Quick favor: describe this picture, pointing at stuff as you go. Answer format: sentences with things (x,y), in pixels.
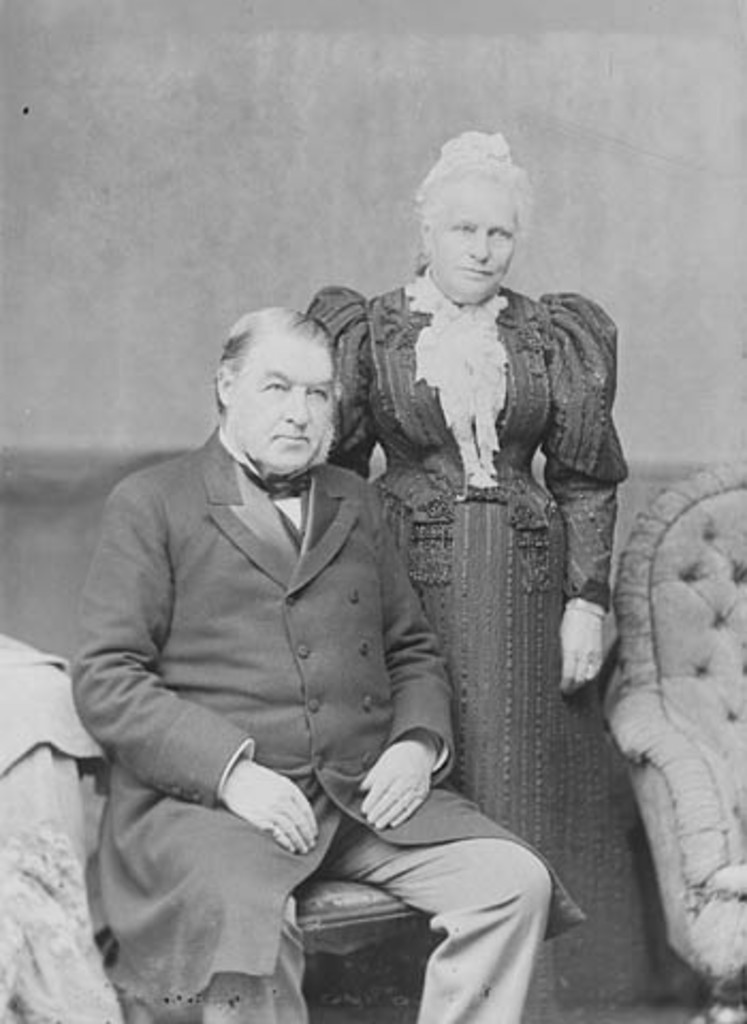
This is a black and white image, in this image there is a man (225,733) sitting on chair (297,911), beside that man (288,616) a women (379,425) standing.
